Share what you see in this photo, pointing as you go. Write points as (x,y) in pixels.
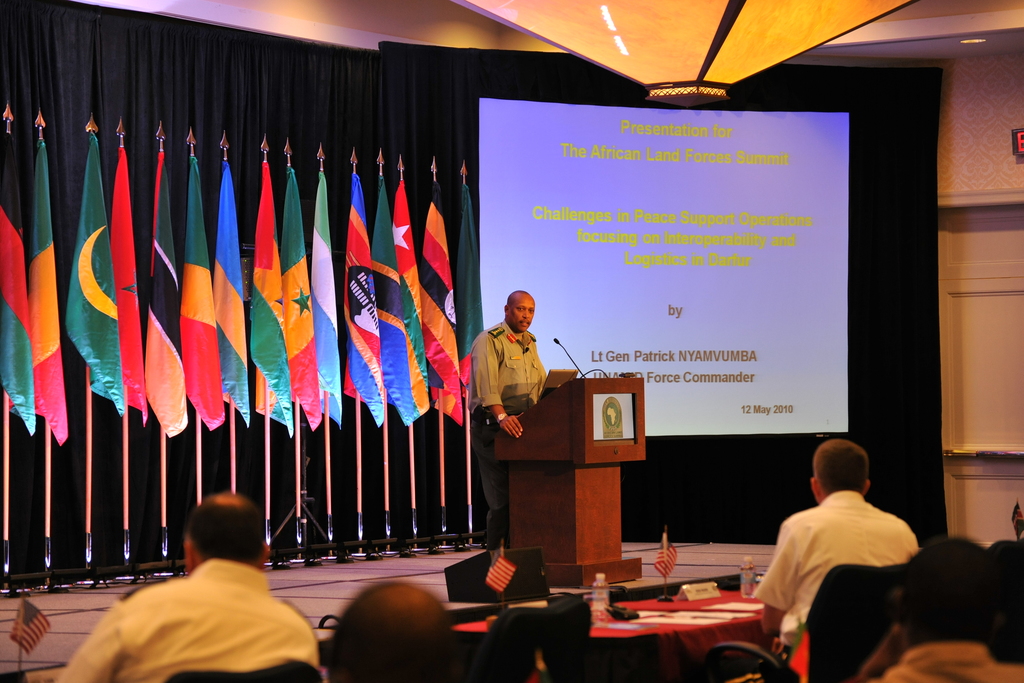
In this image i can see man (526,347) standing in front of the podium (599,425) and the microphone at the background (571,217) i can see a screen (523,215), a flag (300,302), curtain (419,175).
